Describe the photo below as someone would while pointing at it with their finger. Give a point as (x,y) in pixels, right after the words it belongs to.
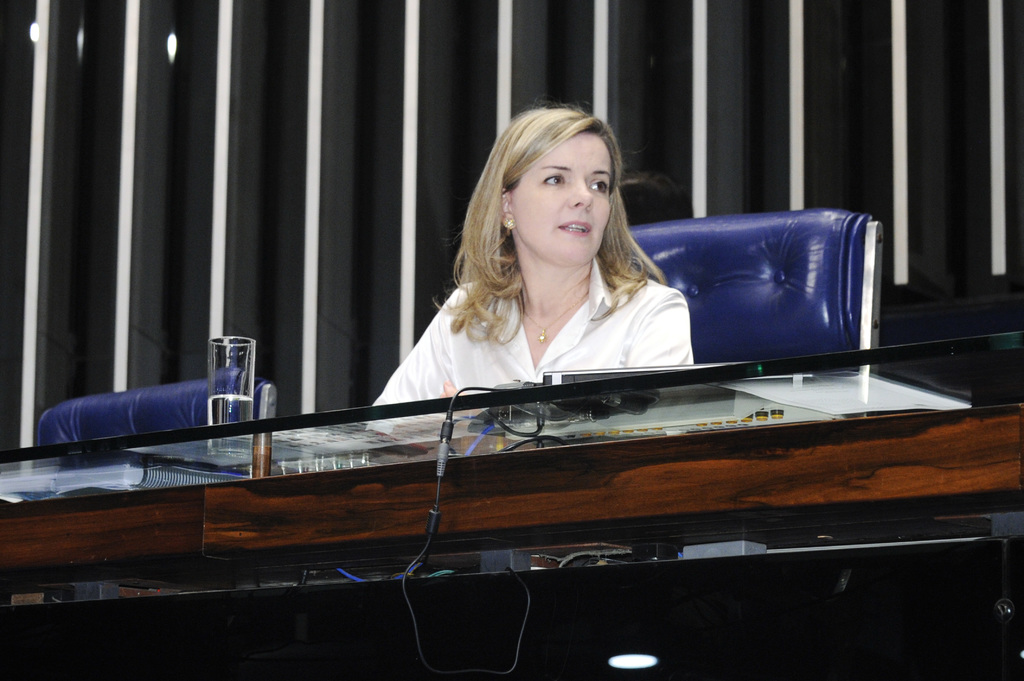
In this image there is a woman (554,251) sitting in the chair (711,280). In front of her there is a glass table (346,434) on which there is glass (234,370), laptop (587,371) on it. In the background (423,106) there is a wall (481,85).
